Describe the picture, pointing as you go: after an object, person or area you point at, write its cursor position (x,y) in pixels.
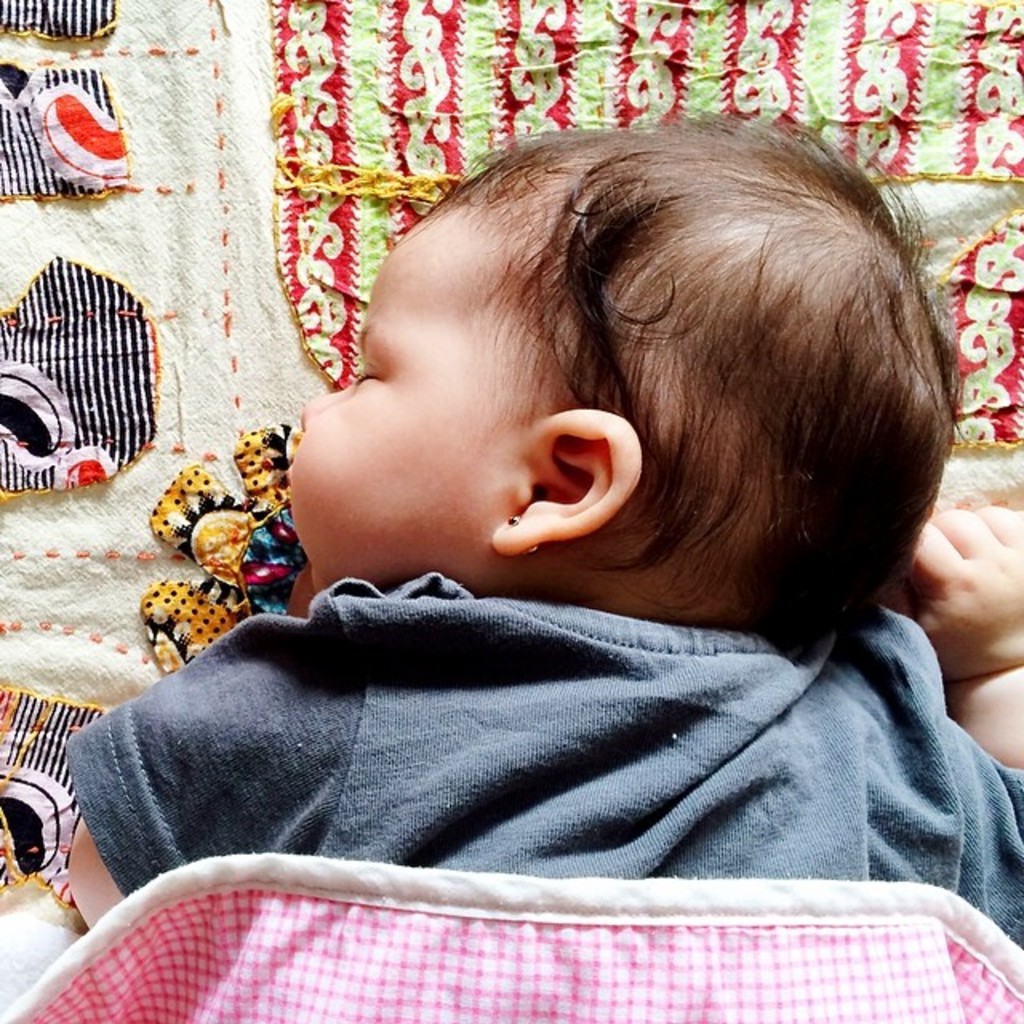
In this image we can see a child (504,412) and the child (508,426) is sleeping on the bed (241,264).
